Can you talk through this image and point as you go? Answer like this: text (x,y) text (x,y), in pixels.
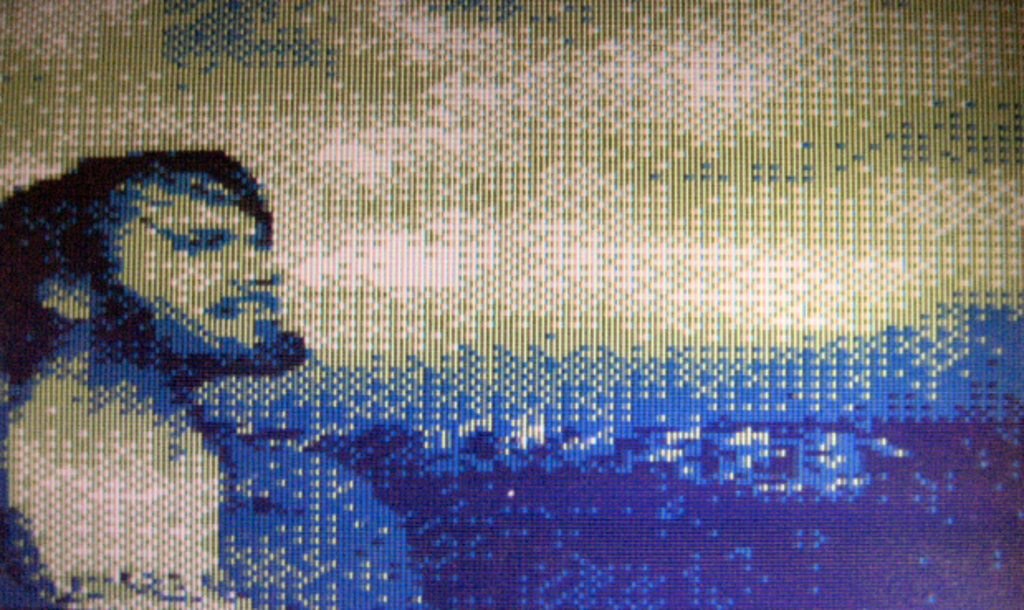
This is an edited picture. In the foreground (104,474) there is a man (127,378). At the back (818,444) there might be trees (819,449).
